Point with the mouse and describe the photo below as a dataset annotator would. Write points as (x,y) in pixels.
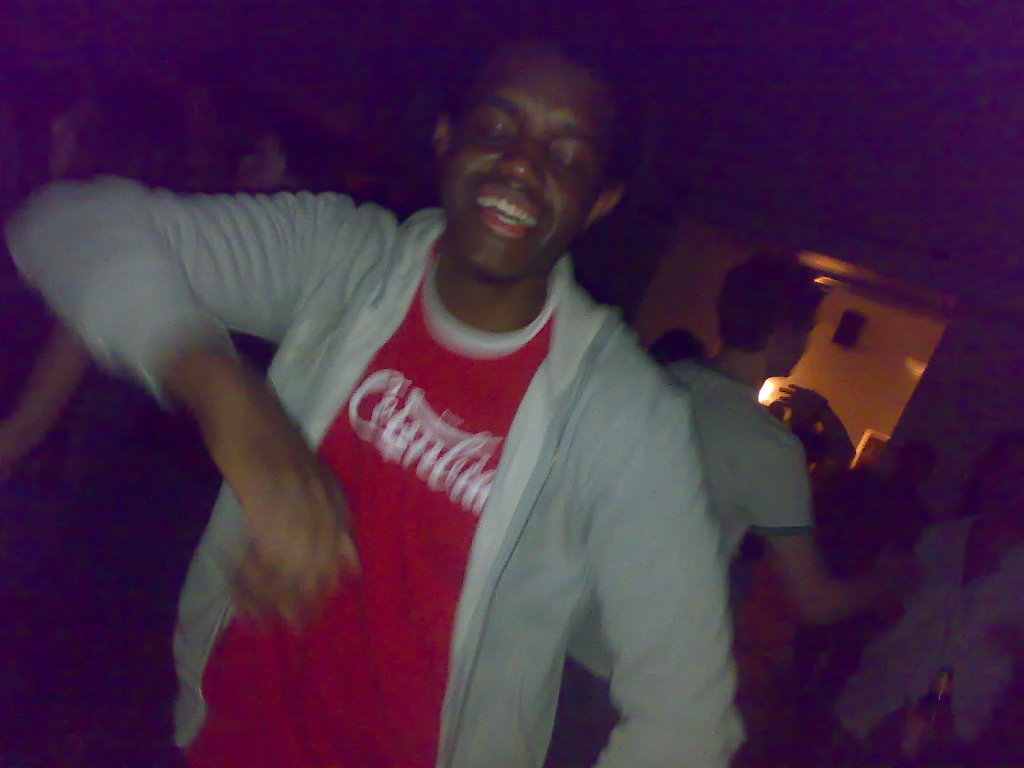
In this image I can see a person (387,483) wearing red and grey colored dress (423,500) is standing and smiling. In the background (254,153) I can see few other persons (878,584) standing, a light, the wall (857,393) and the dark background (782,52).
